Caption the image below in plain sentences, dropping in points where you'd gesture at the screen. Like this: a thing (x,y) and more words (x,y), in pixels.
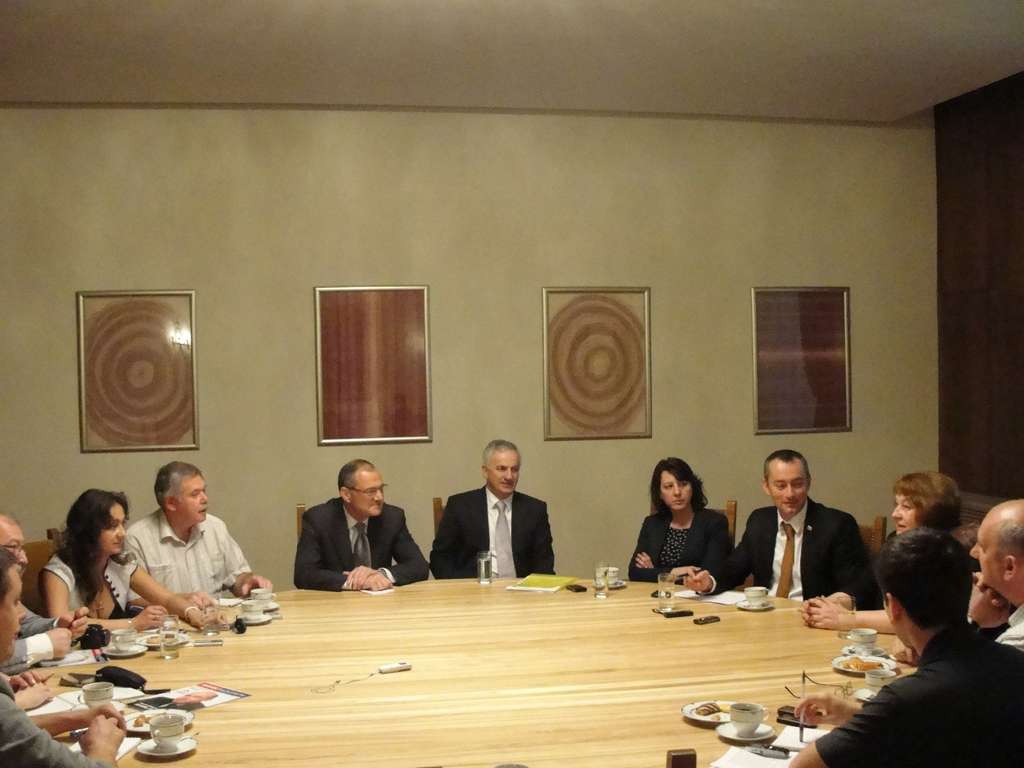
A inside picture of a conference room (264,529). On wall (871,429) there are different type of pictures (176,354). This persons (98,596) are sitting on a chair (56,551). In-front of this person (869,595) there is a table (471,605). On a table (261,679) there is a paper (120,691), cup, saucer (146,728), glass (484,580) and files (523,583). Some persons (504,551) wore black suit (826,566).
